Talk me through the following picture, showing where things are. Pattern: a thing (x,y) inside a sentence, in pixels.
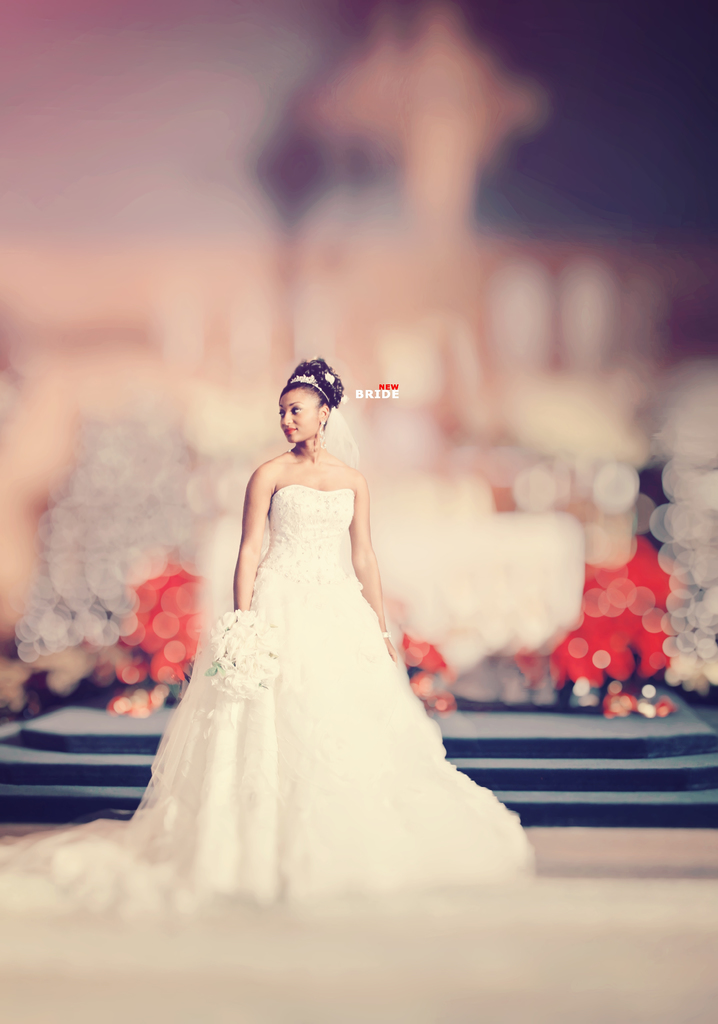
In the picture I can see a woman (310,761) wearing a white color dress (270,768) is standing here. The background of the image (581,815) is blurred, where we can see black color steps (604,740) and a few objects (33,598). Here we can see some edited text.
